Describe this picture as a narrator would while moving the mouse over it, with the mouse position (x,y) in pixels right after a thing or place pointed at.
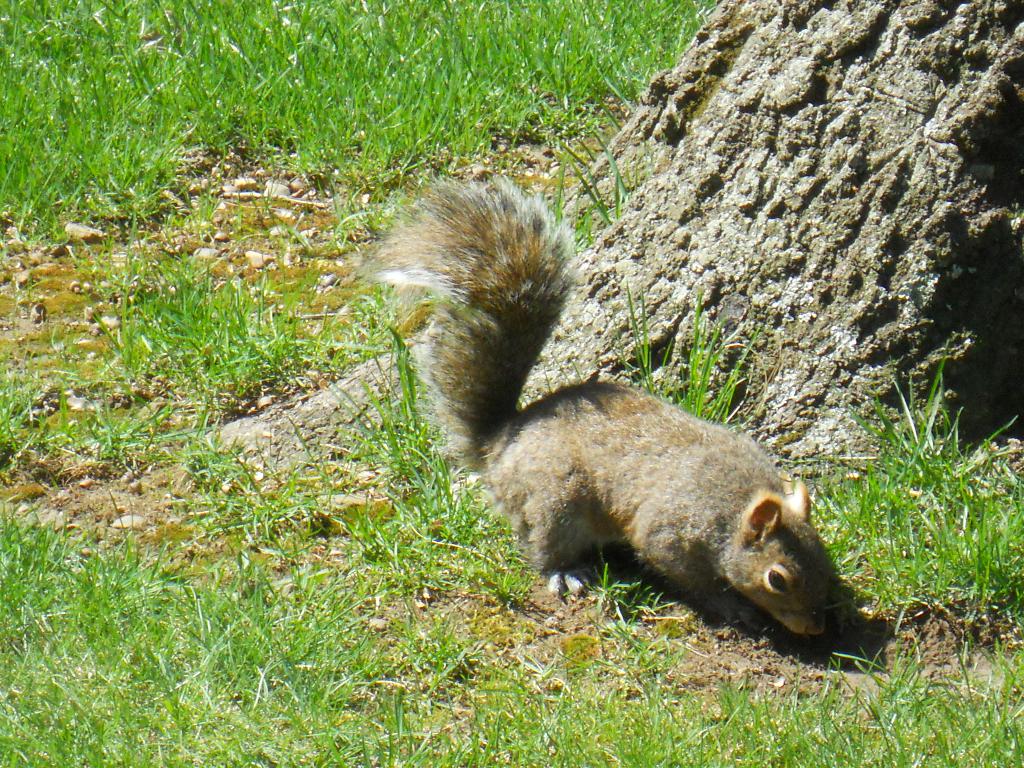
In the foreground of the picture (702,201) there are grass (160,640), soil (715,656), stones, squirrel (712,462) and the trunk (889,162) of a tree (650,110). At the top (269,101) there is grass (362,133).
